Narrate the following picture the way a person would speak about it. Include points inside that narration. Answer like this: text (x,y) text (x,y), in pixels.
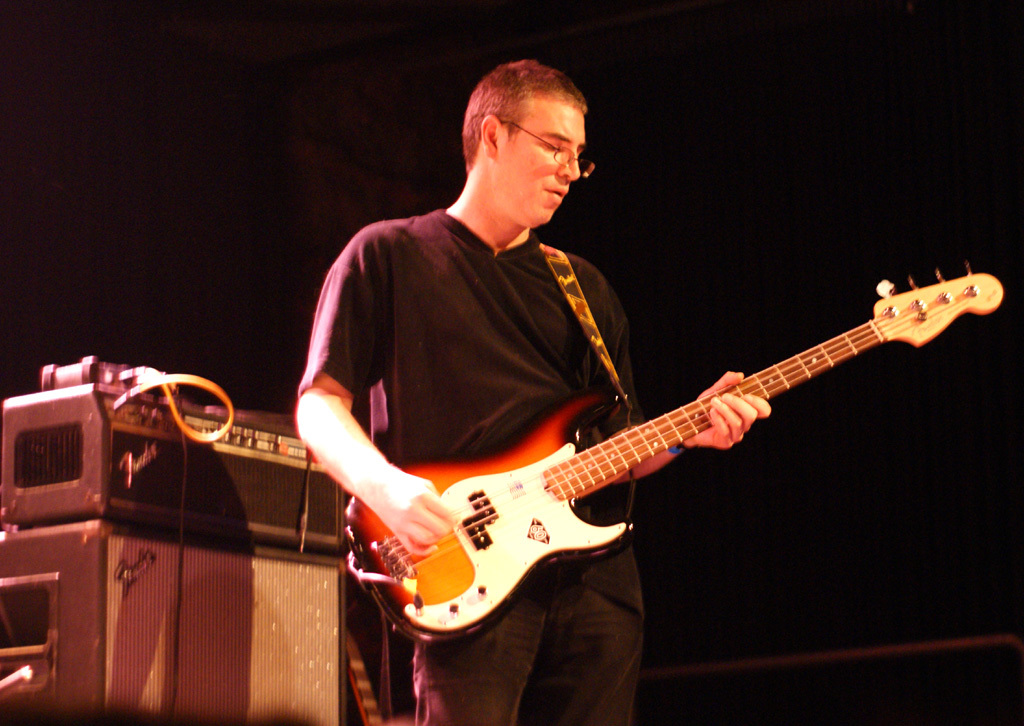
In this picture we can see man (408,495) holding guitar (547,528) in his hand (419,547) and playing it and standing and beside to him we have speakers (223,450), some machine (140,408) and in the background (132,295) it is dark.
